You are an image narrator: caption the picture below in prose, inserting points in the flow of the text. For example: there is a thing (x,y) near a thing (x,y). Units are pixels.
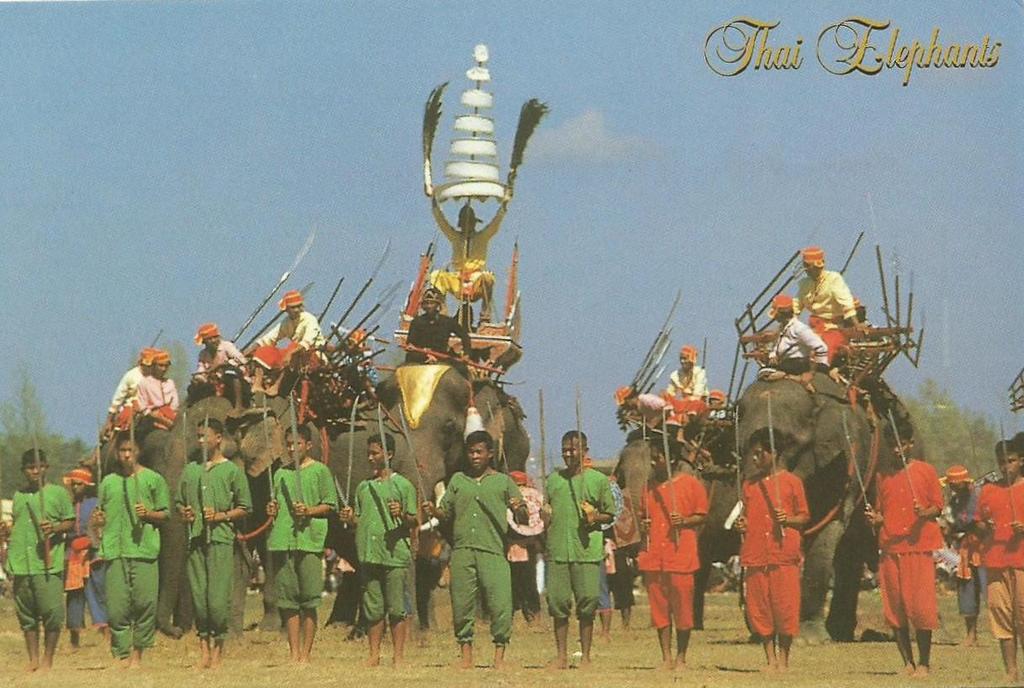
In the picture I can see people (529,538) among them some are standing on the ground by holding some objects (292,409) in hands (352,513) and some are sitting on elephants (863,413). In the background (572,250) I can see the sky (503,242) and trees (963,458). I can also see a watermark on the image.
